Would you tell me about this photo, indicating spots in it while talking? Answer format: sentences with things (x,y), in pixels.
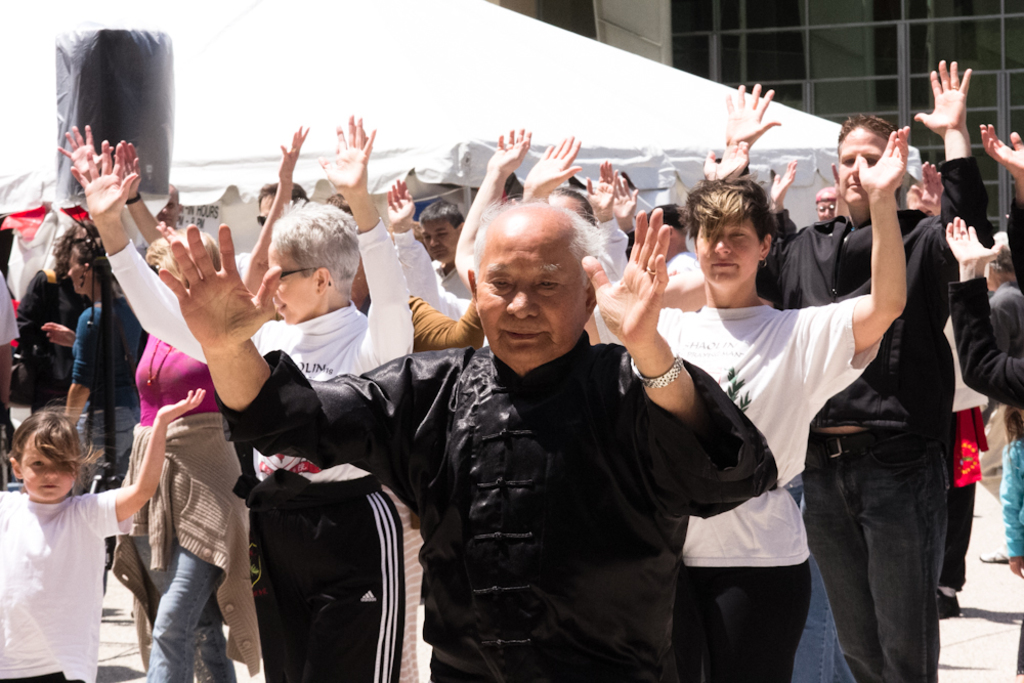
This image is taken outdoors. In the background (804,49) there is a building (810,39) and there is a tent (543,139). In the middle of the image (371,404) many people (606,526) are standing on the floor (947,651) and they are waving their hands (116,178).
